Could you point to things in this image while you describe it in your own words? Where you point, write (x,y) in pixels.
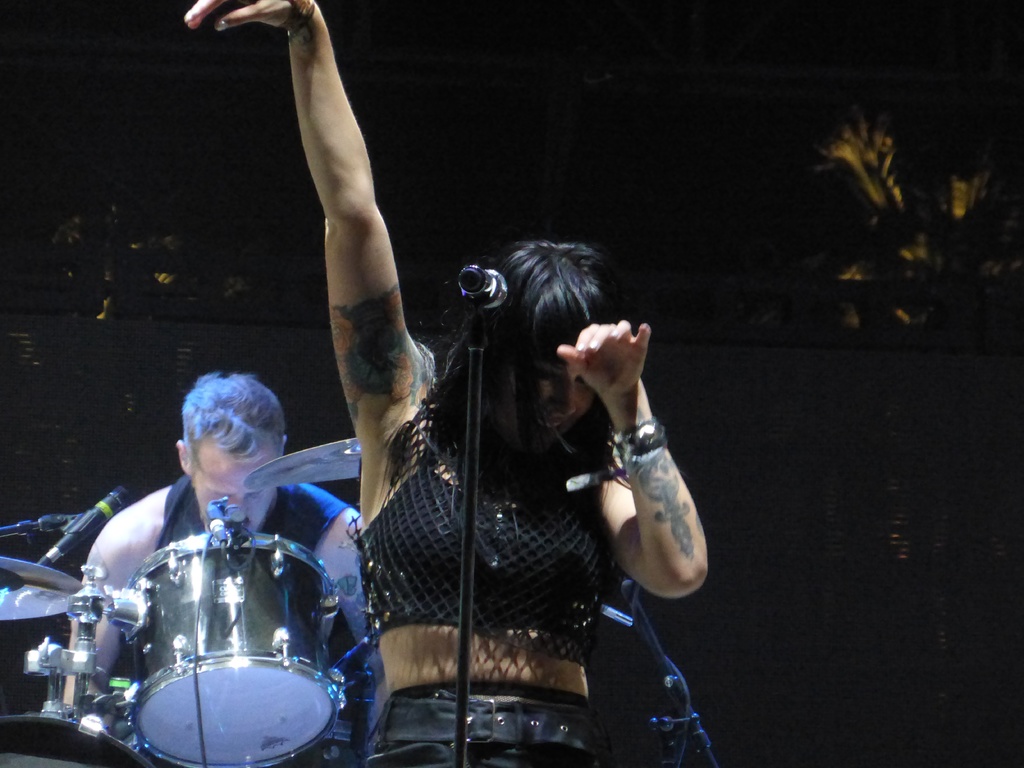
In the image there is a woman (528,446) and there is a mic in front of her, behind the woman (383,628) there is a person (235,490) playing drums (178,669).
